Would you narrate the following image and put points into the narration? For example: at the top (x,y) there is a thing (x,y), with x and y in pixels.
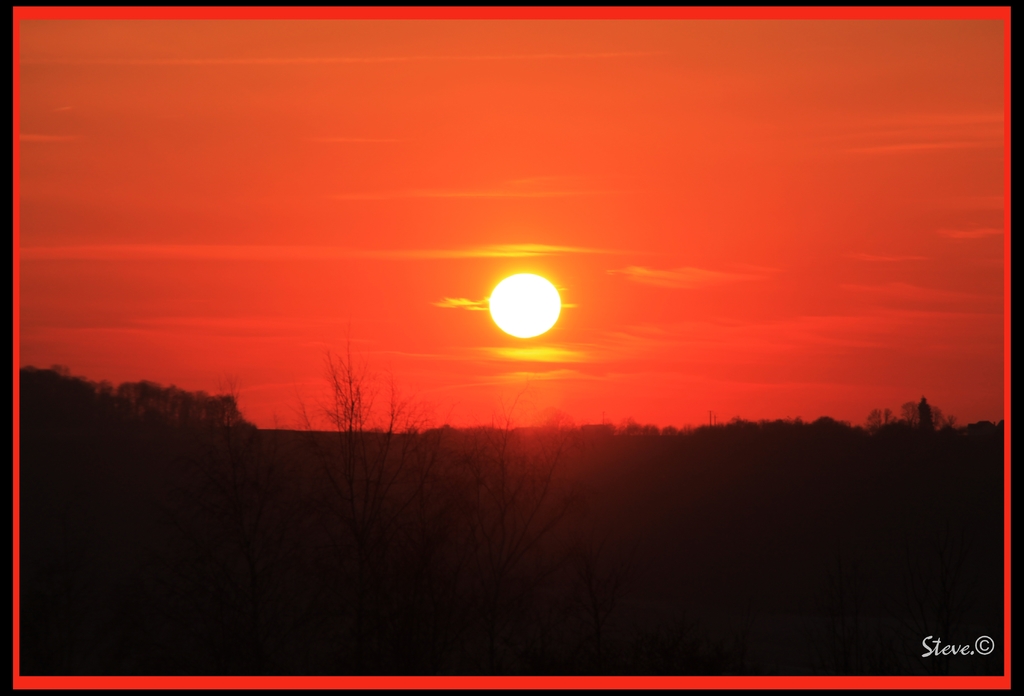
This is an edited image, where there are trees (579,462), and in the background (410,265) there is sun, sky (678,194) and a watermark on the image.
